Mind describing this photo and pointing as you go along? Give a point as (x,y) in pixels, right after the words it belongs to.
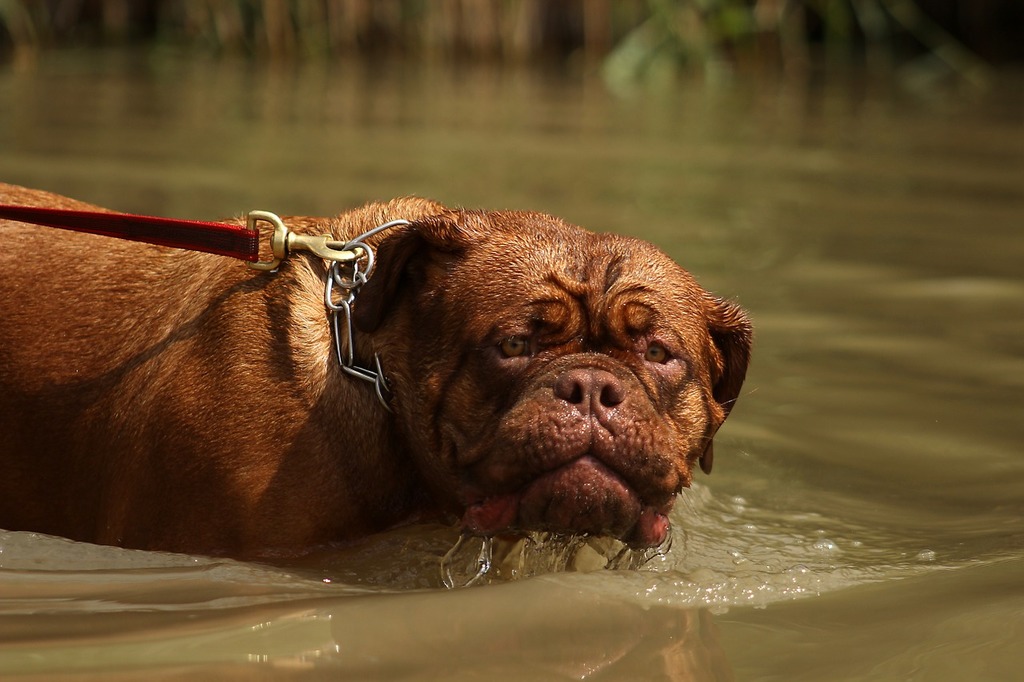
In this picture there is a dog (314,312) in the water (666,572). The background (691,31) is blurred.
